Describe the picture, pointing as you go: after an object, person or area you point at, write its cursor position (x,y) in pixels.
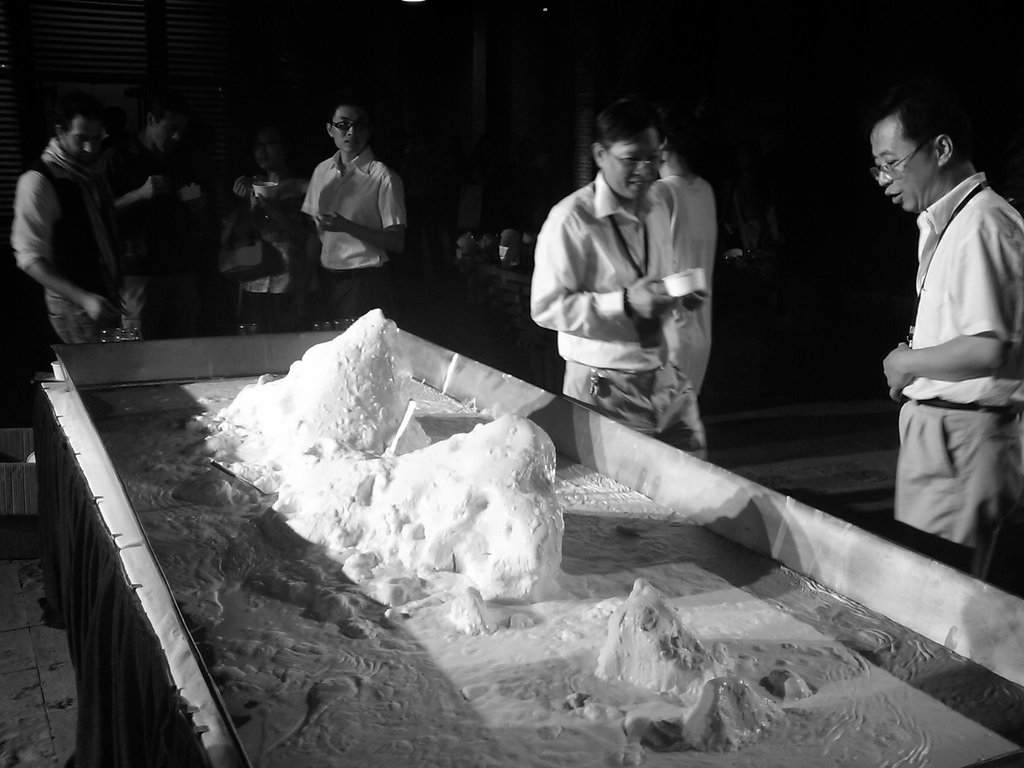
In this picture I can see people (947,202) standing on the surface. I can see the object (397,506) on the table (175,648).
